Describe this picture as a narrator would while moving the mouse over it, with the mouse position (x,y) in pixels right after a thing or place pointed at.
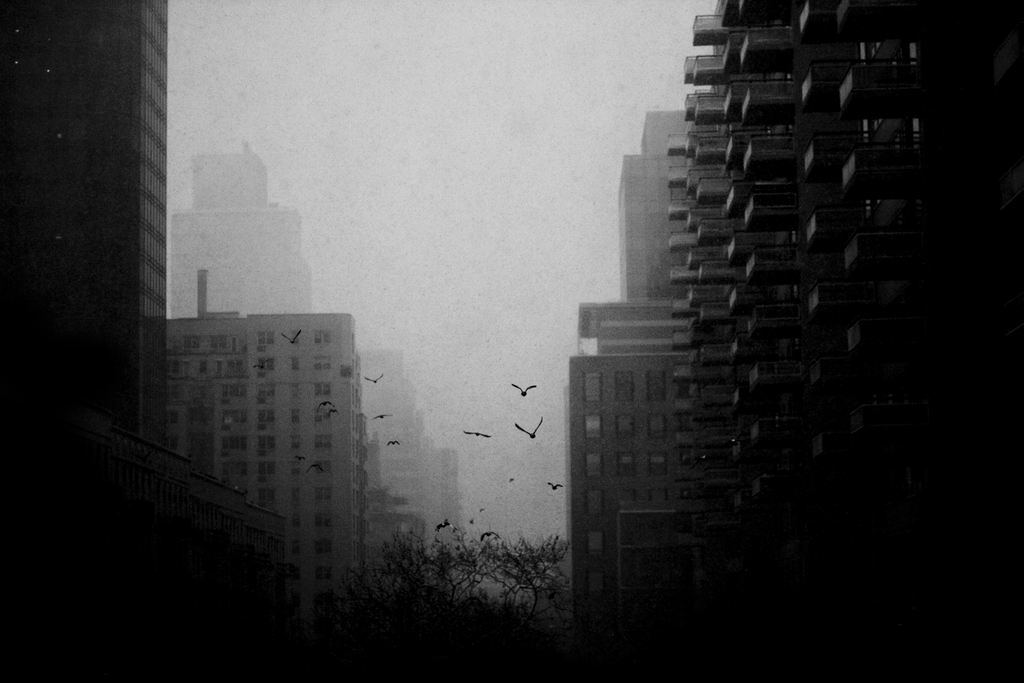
This is a black and white picture. On either side of the picture, there are buildings (248,380). At the bottom of the picture (456,554), there are trees (475,550) and we even see birds (370,382) flying in the sky (449,380). At the top of the picture (373,124), we see the sky (327,209). This picture is clicked in the city (304,311).
